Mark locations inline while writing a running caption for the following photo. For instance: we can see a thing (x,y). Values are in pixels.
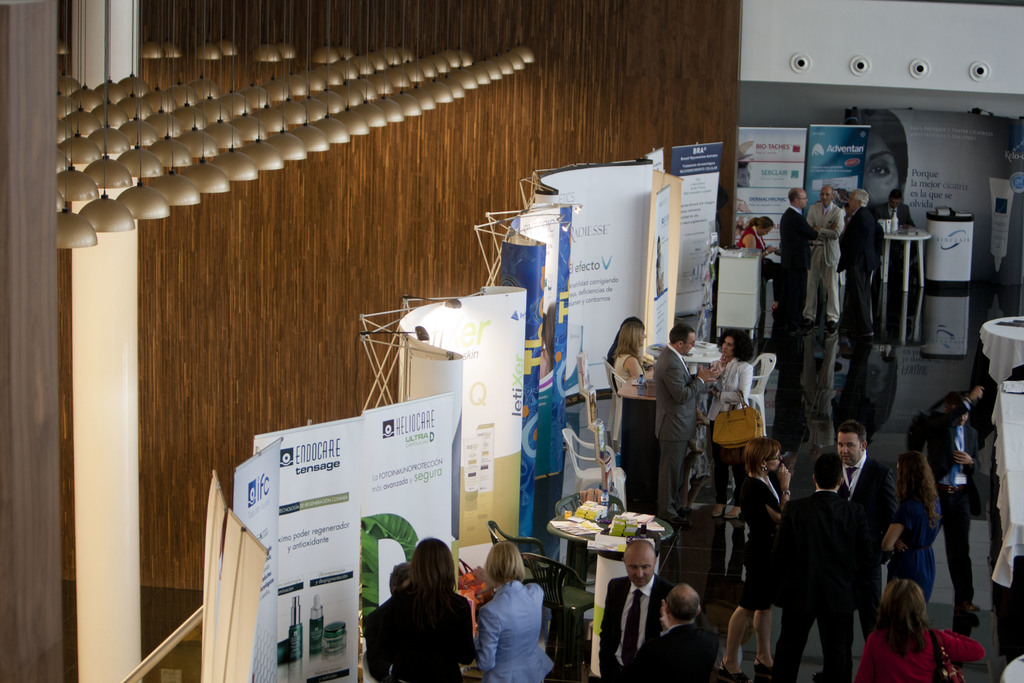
In this picture there are people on the right side of the image (856,518) and there are posters (358,638) on the left side of the image (320,512), there are lights (136,81) in the top left side of the image (185,94).
